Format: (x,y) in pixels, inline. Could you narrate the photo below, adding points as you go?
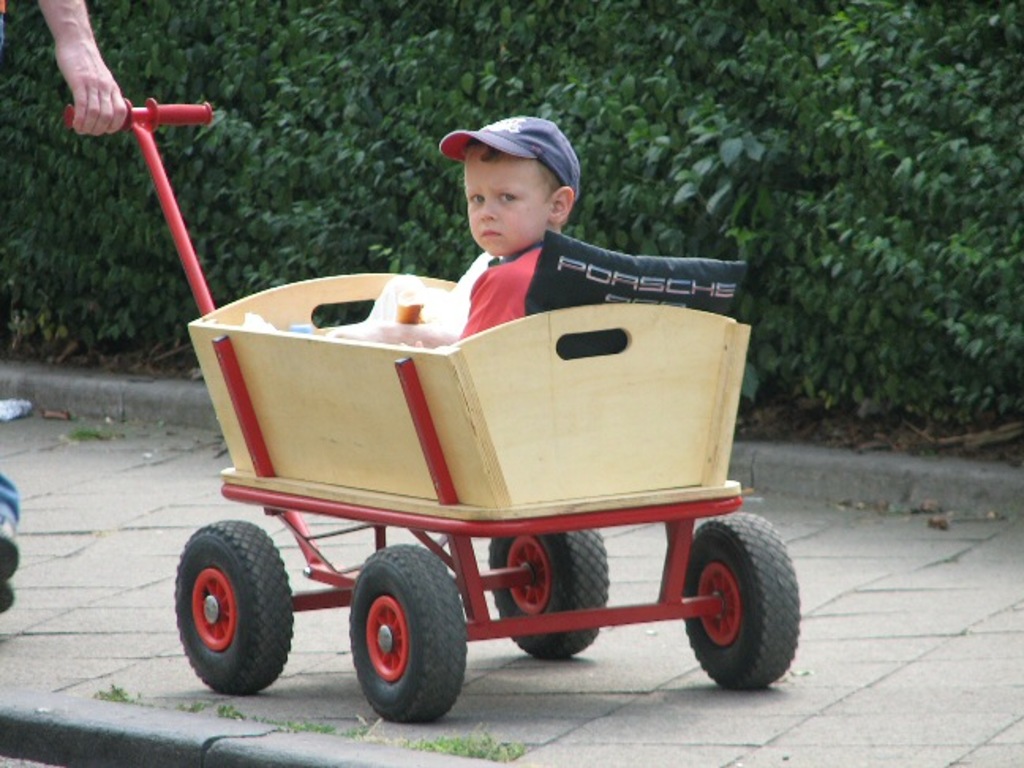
In this image we can see a person (97,121) pulling a cart (333,391), in the cart (338,410), we can see a boy (398,335) sitting and wearing, in the background (614,181) we can see some plants (590,197).
